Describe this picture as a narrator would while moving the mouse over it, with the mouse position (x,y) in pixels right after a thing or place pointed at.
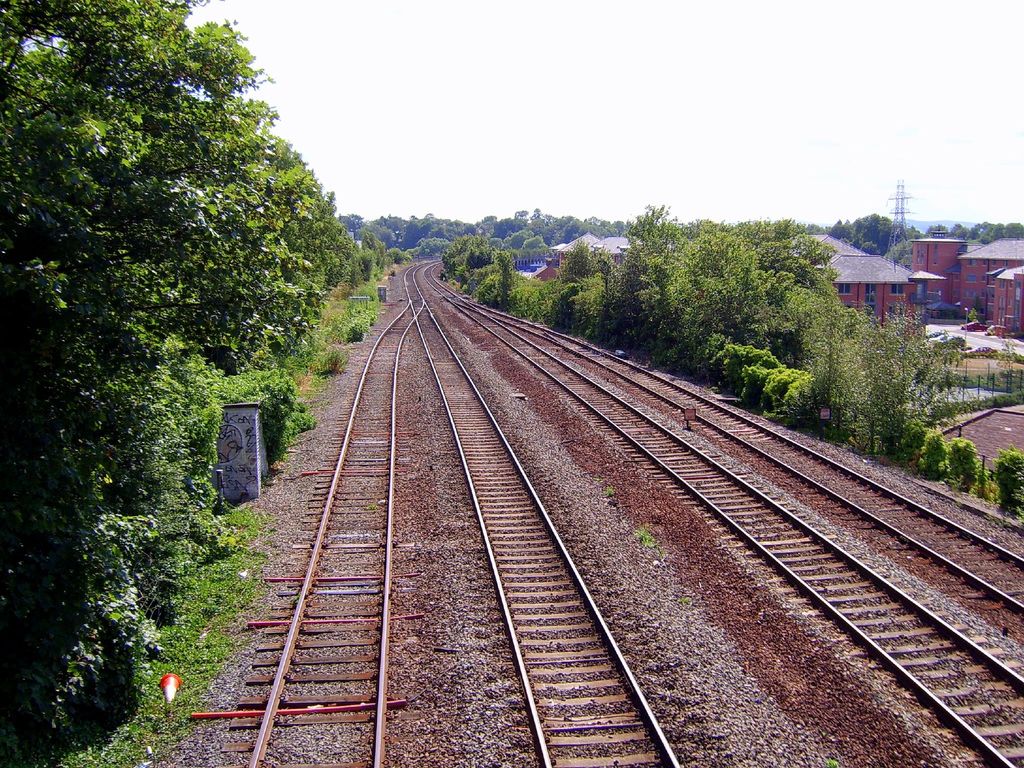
In the picture we can see a railway track (533,663) and stone (998,628) between it and besides to the tracks (975,576) we can see plants (102,537), trees (624,271) and house buildings (1002,441) and in the background (741,105) we can see trees (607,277) and sky (763,195).
